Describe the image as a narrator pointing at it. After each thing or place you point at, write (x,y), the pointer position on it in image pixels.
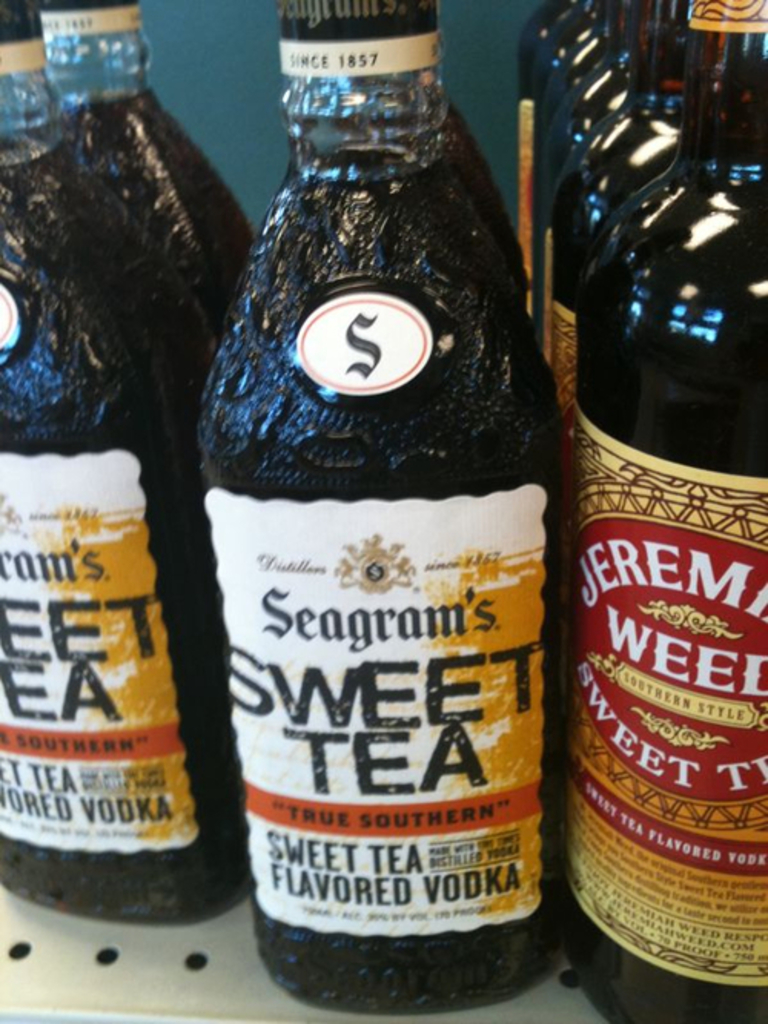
In this image I see number of bottles (672,698).
